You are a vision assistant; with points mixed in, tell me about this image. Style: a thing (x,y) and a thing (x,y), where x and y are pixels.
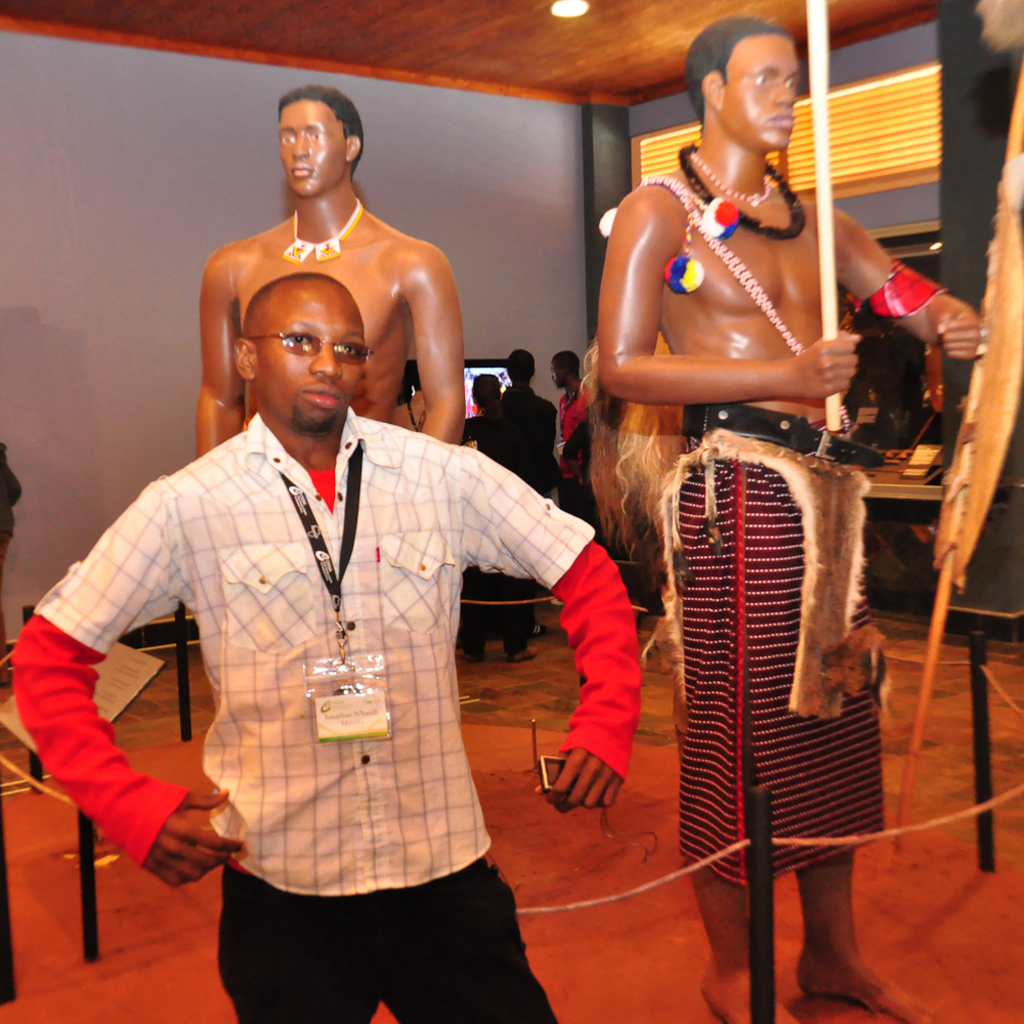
In this image in front (223,728) there is a person (241,735). Behind him there is a fence (988,846). There are depictions (686,292) of people (686,292). In the background of the image (476,427) there are people (519,403) standing in front of the TV (477,365). There is a wall (559,146). On top of the image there are lights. At the bottom of the image (641,938) there is a mat (623,952).
